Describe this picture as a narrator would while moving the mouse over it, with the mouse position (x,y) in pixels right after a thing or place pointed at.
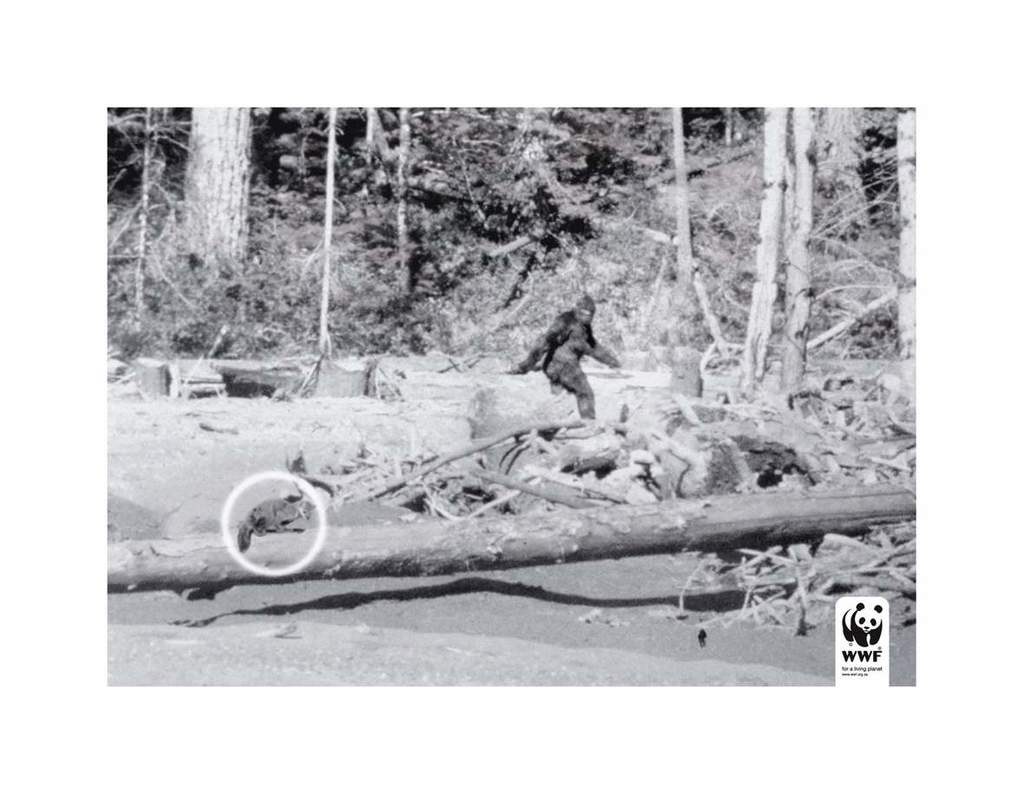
In this image I can see an animal (242,541) on the wooden log (520,563). I can see there is a something which looks like an animal (569,368). There are few more wooden logs (769,468). In the back (546,274) I can see many trees (324,325).
